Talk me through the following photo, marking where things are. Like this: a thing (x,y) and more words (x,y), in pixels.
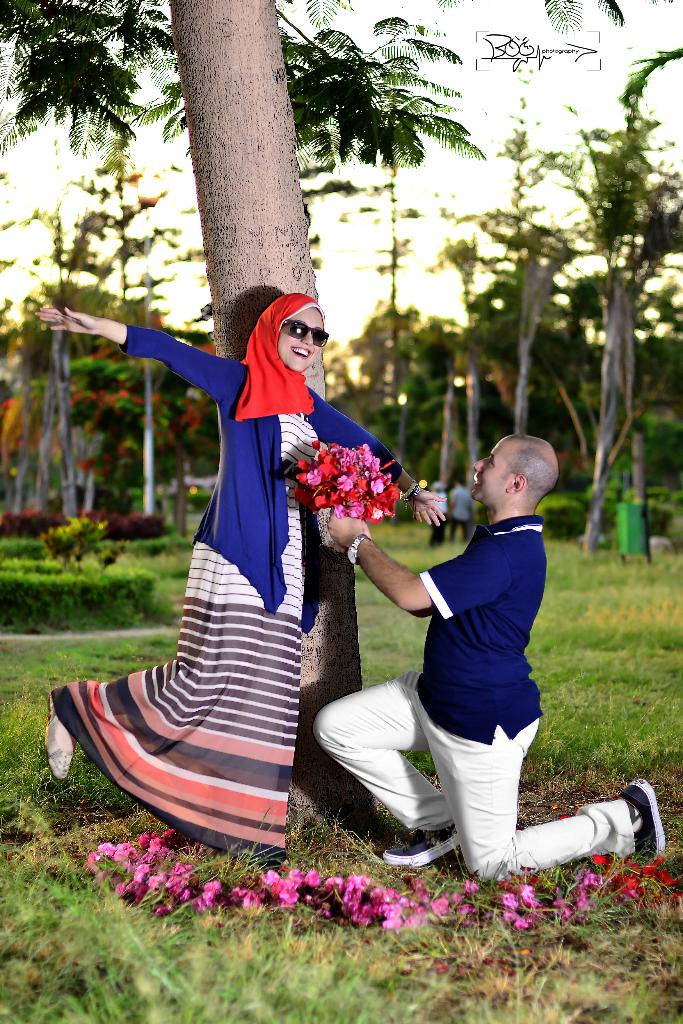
In this picture I can observe a woman (268,539) and man (456,673). Man (468,755) is holding a bouquet (357,505) in his hands (363,523). Both are wearing blue color dresses (478,638). In the background (379,333) I can observe trees (542,386).
